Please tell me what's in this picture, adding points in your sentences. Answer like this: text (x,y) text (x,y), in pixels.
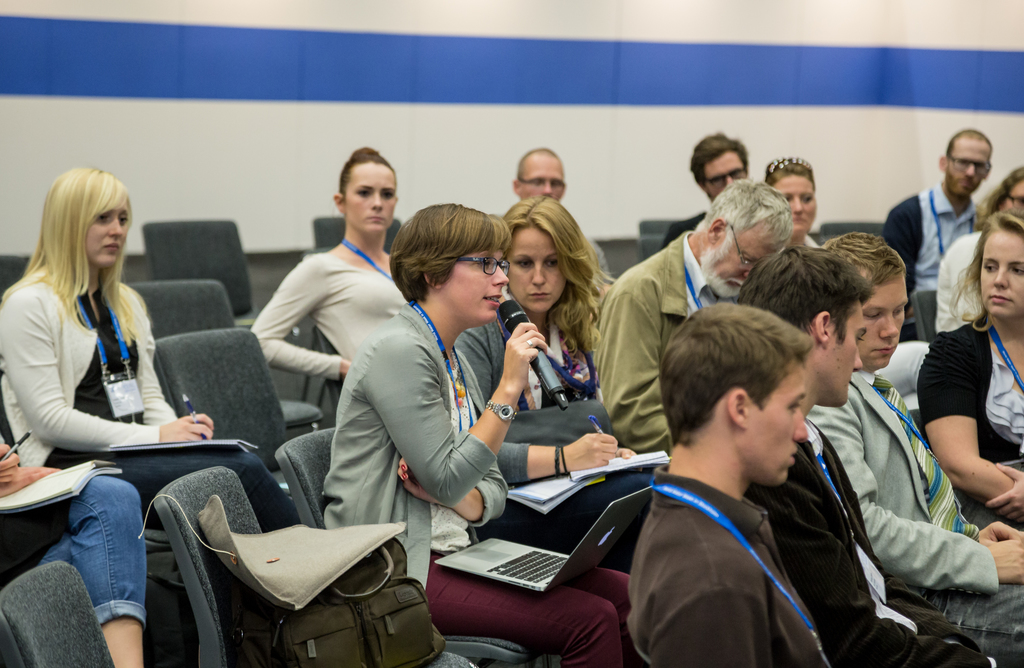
In this image I can see group of people (488,418) are sitting on the chair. Here I can see a woman (495,413) is holding a microphone (550,380) and a laptop (534,568). These people (630,430) are wearing ID cards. Here I can see a bag (301,608) on a chair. In the background (427,149) I can see a wall (347,74) which has a blue color design (391,70) on it.
